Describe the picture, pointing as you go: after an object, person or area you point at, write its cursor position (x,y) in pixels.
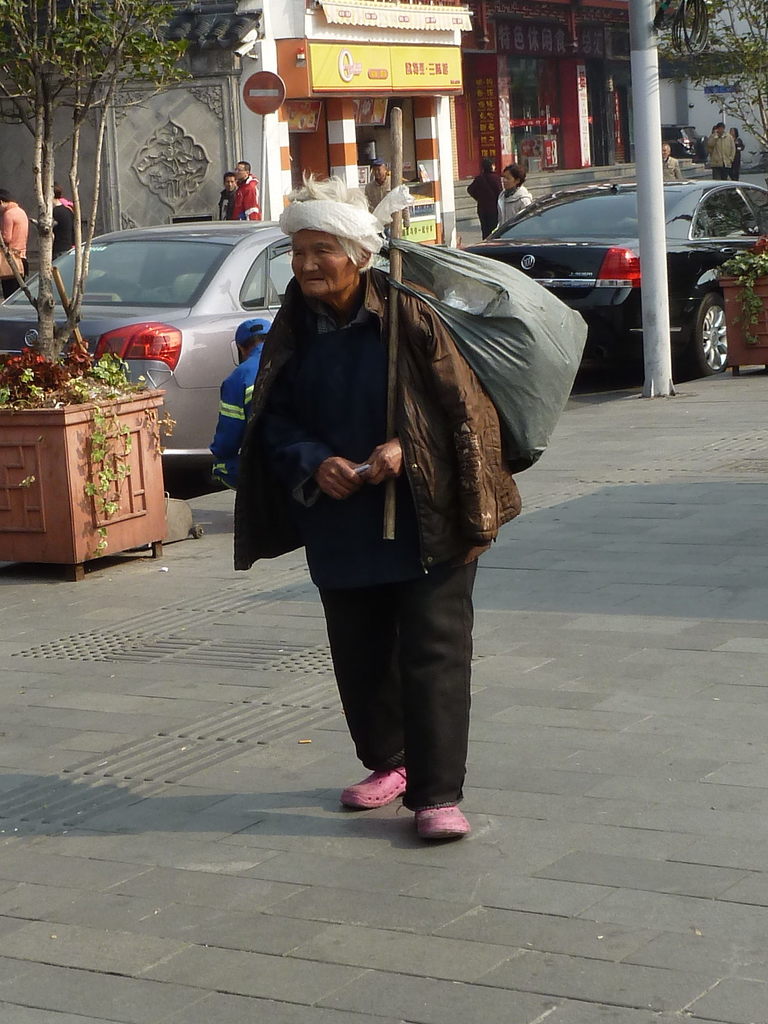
In this image we can see a person (283,431) is standing, and holding the bag (442,294) at back, and at side here are the cars (221,237) travelling on the road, and here is the tree (77,49), and here is the building (493,62).
